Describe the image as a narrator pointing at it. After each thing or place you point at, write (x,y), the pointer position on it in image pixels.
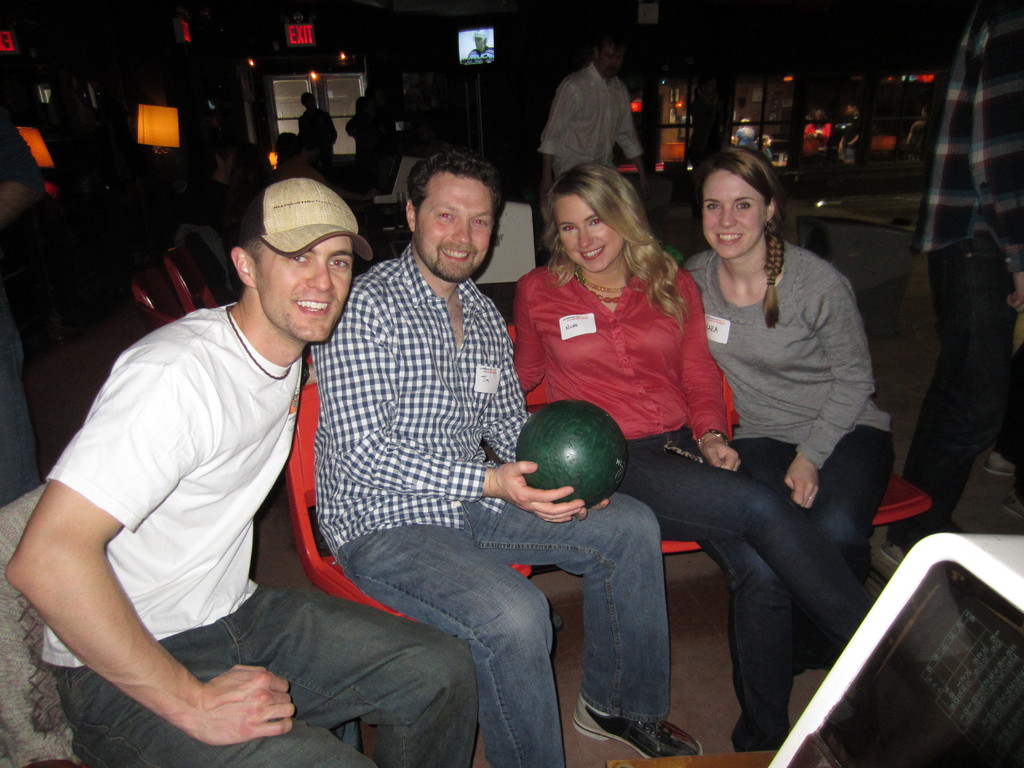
In this image we can see a group of people (625,496) sitting on the chairs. In that a man (573,532) is holding a ball (598,466). On the backside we can see a window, a signboard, a television screen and some people (955,498) standing.
